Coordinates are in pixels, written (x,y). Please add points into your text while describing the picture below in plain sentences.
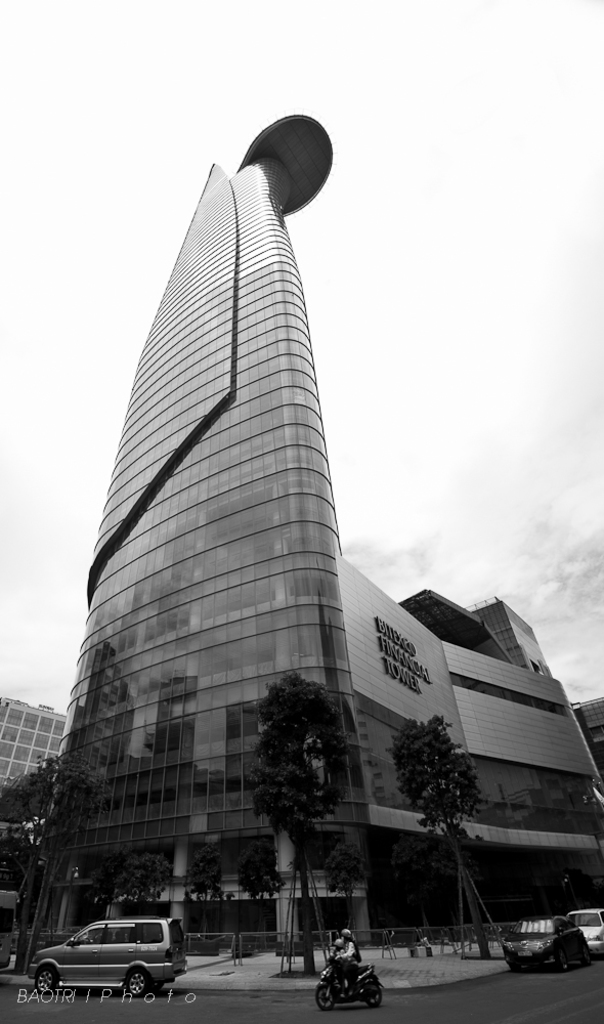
In this picture I can see buildings (167,623), trees (276,692) and few cars (542,945) and a motorcycle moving on the road (249,999) and I can see text (411,663) on the wall (396,658) of the building (390,673) and I can see cloudy sky (361,366) and text (62,999) at the bottom left corner of the picture (90,1003).
